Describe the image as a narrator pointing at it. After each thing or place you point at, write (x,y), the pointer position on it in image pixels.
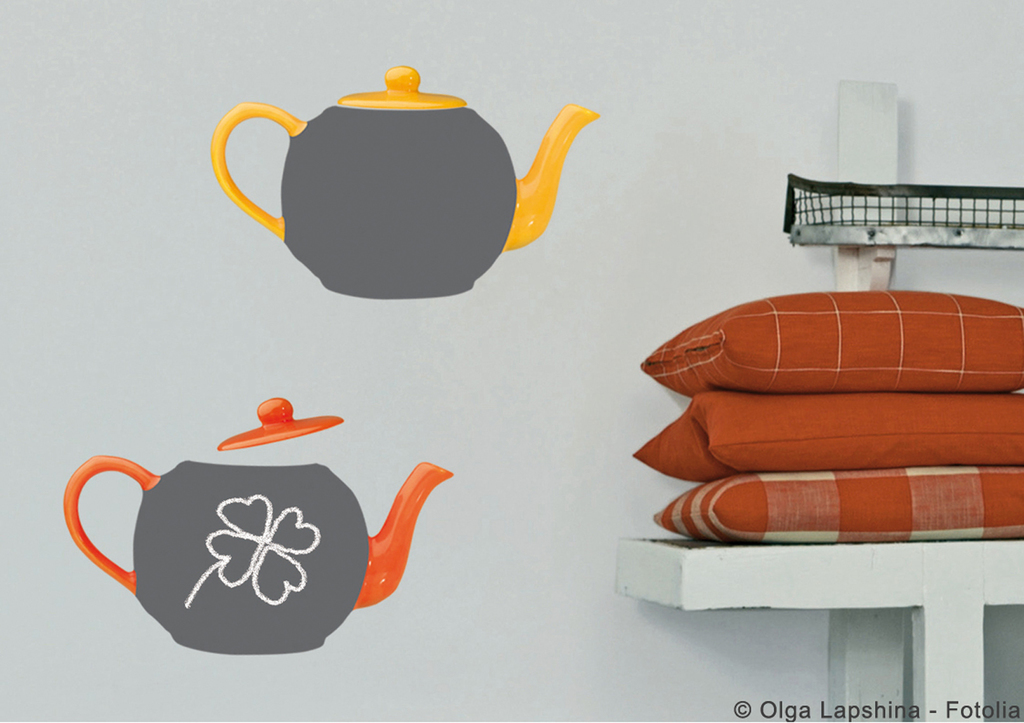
On the right side of the image (871,477) there is a shelf (859,577) and some objects (843,520). On the shelf (811,553), we can see three pillows (872,396). At the bottom right side of the image (964,703), we can see some text (882,713). In the center of the image (383,253), we can see the teapots design (452,212) on the wall (410,343).
